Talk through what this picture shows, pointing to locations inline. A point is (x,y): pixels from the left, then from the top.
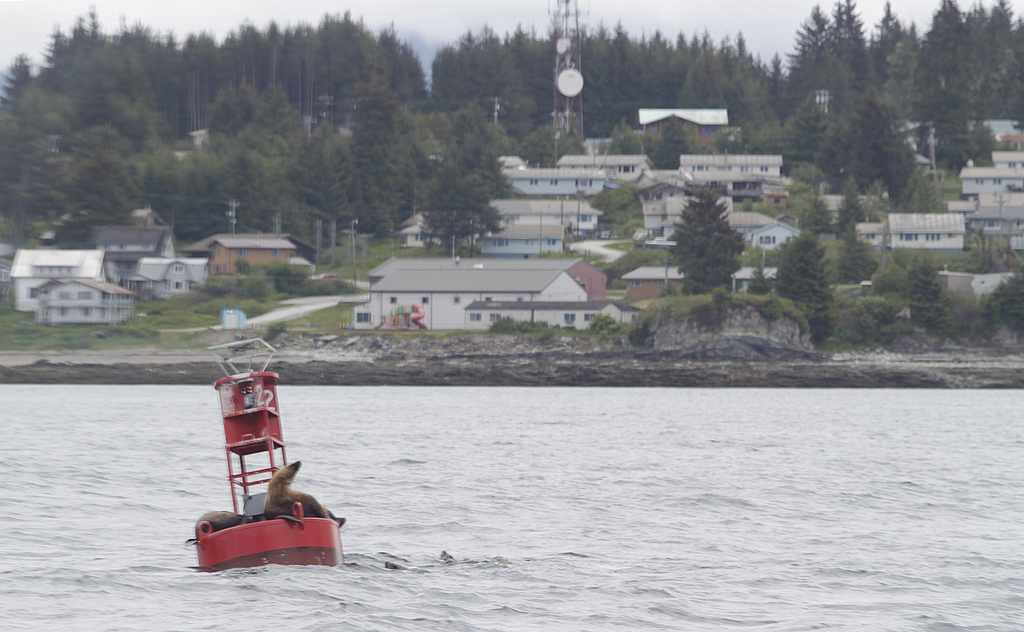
In this image I can see a red colored object (259,536) on the surface of the water (506,577) and I can see few brown colored objects (283,511) on it. In the background (398,177) I can see few buildings (549,269), few trees (696,233), a tower (571,56), few antennas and the sky (506,15).
